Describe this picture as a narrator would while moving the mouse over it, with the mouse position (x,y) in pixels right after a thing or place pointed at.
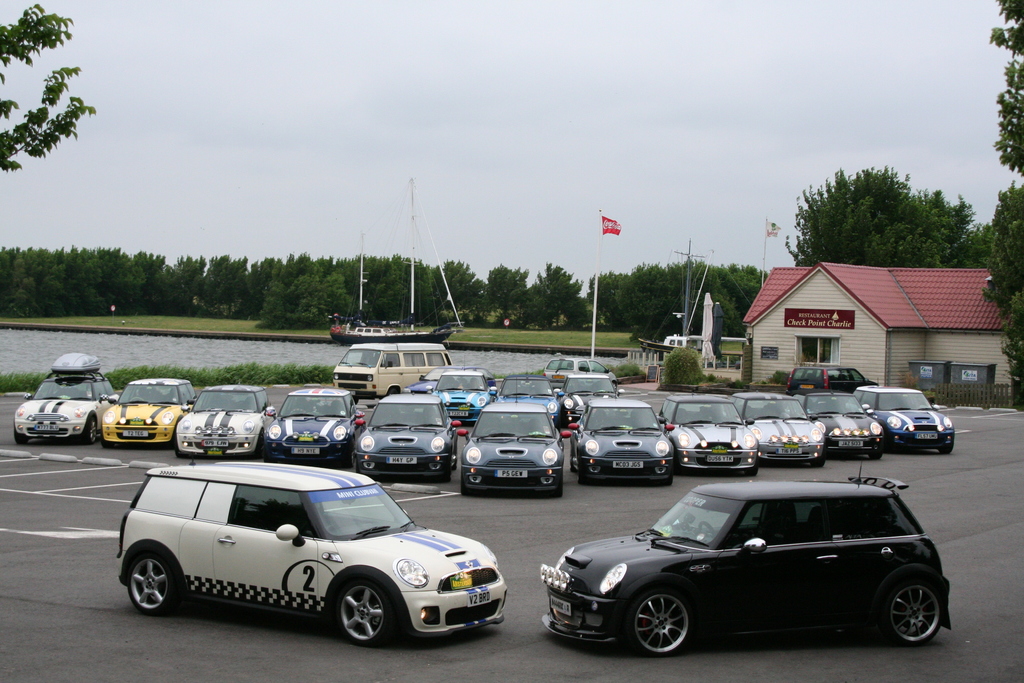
In this image we can see some vehicles (546,452) on the road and on the right side of the image (846,337) we can see a house (784,323) and there are two flags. We can see two ships (695,340) on the water (167,353) and there are some trees (471,281) and at the top (352,204) we can see the sky (536,115).
